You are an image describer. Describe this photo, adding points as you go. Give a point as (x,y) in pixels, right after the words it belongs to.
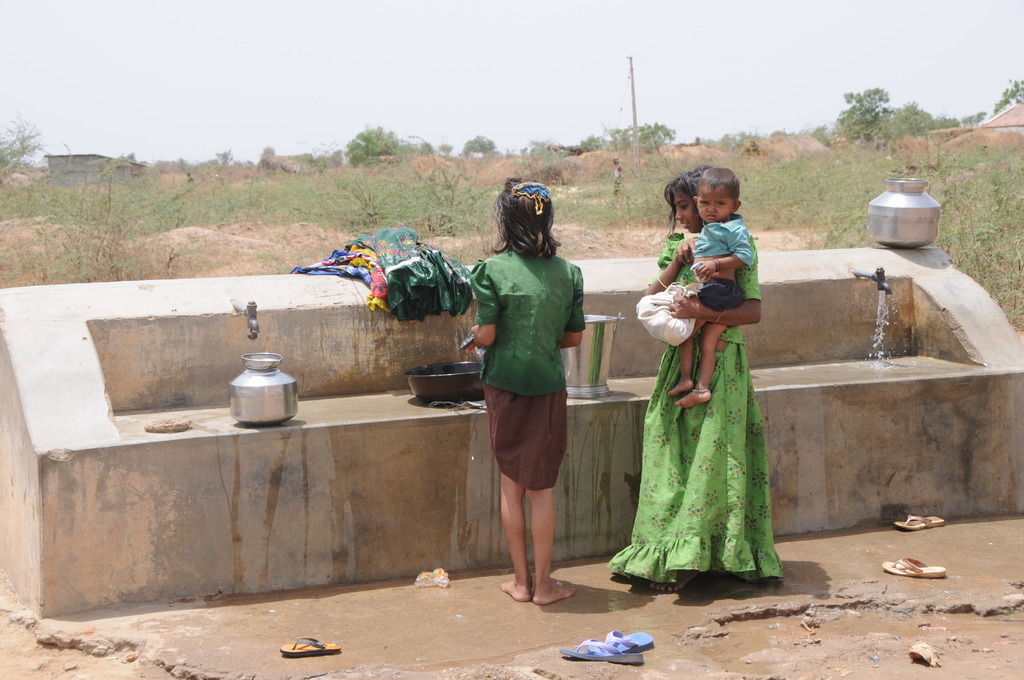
Here I can see two girls (551,312) are standing. The girl (673,258) who is on the right side (699,427) is carrying a baby (707,304) in the hands (695,300). The girl (535,396) on the left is facing to the backside. In front of these people (487,338) there is a wall (293,331) to which two taps (251,320) are attached. On this wall (351,370), I can see few clothes (442,260), bucket (595,346) and some other objects (875,229) are placed. In the background (404,178) there are many plants (262,219) and a house (74,170). At the top of the image (182,40) I can see the sky (177,50).
